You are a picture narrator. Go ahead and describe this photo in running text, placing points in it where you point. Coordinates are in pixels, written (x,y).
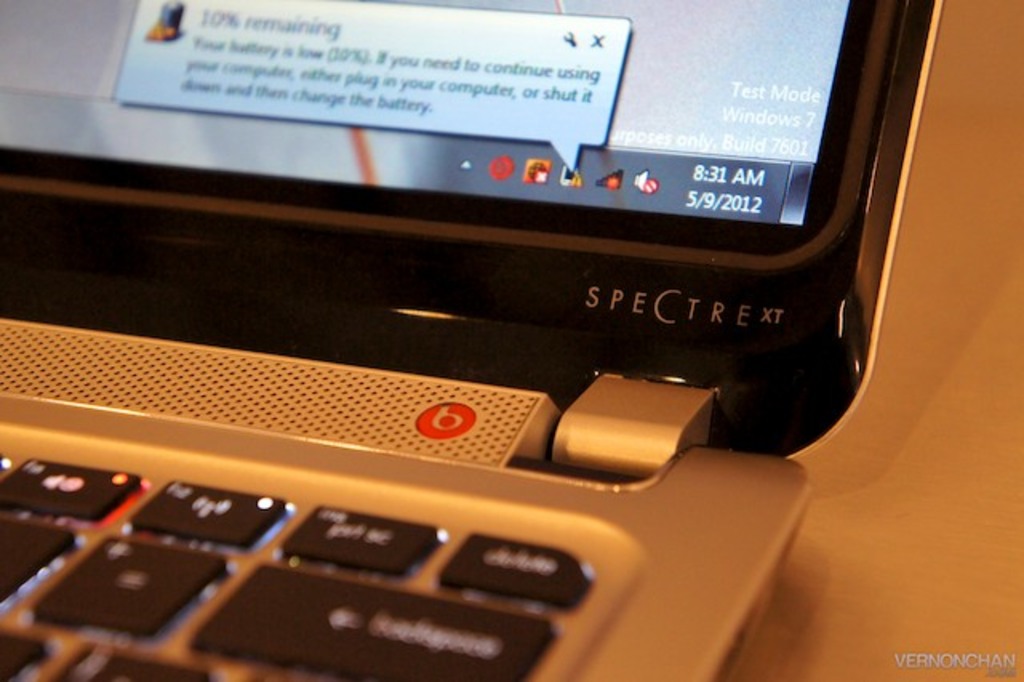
In this image, we can see a laptop (635,352). There are keys (227,536) in the bottom left of the image (312,595). There is a screen (445,133) at the top of the image (445,133).
